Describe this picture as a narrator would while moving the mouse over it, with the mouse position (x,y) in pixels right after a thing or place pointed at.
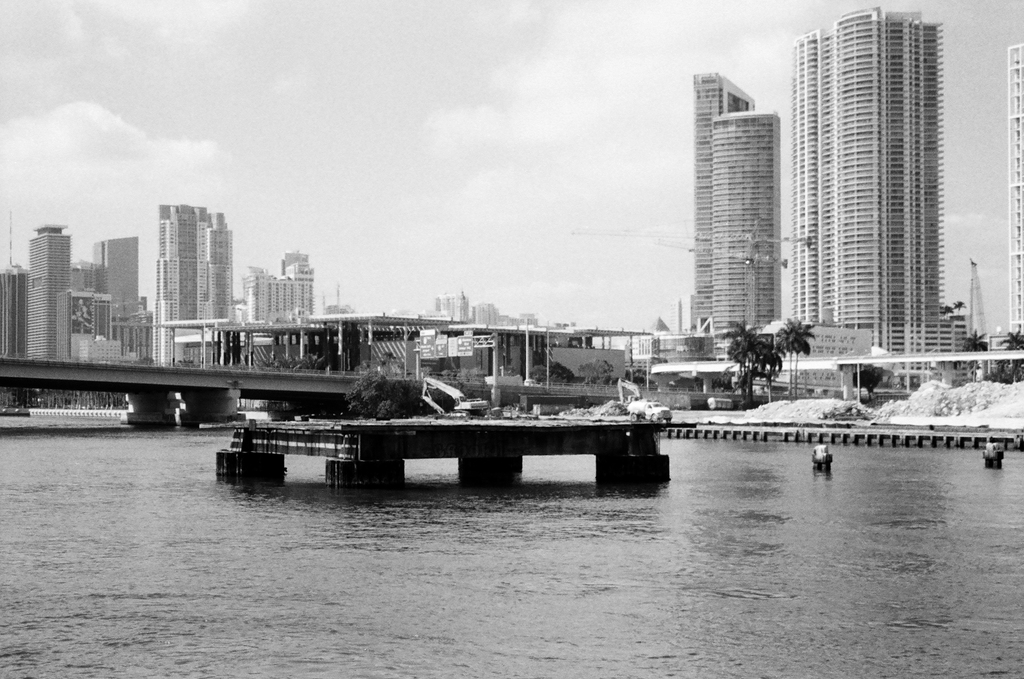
In this image we can see some buildings (132,296), there is a bridge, there is a platform (428,435) on the river (493,508), there are trees (400,396), also we can see the sky (334,146), and the picture is taken in black and white mode.
